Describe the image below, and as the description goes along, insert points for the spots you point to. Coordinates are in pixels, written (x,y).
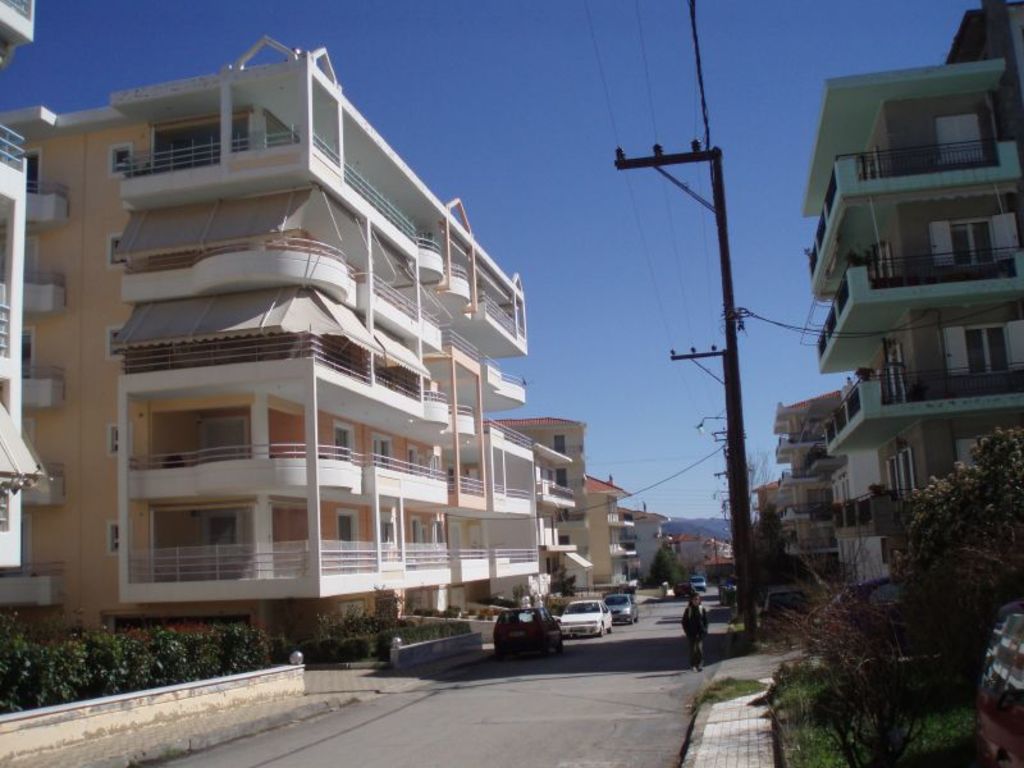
In this image we can see buildings (335,428), motor vehicles (682,589) on the road (449,689), electric poles (695,159), electric cables (663,483), person (702,623) on the road (685,725), bushes (371,650), plants (189,670), trees (906,690) and sky (671,124) in the background (586,397).
